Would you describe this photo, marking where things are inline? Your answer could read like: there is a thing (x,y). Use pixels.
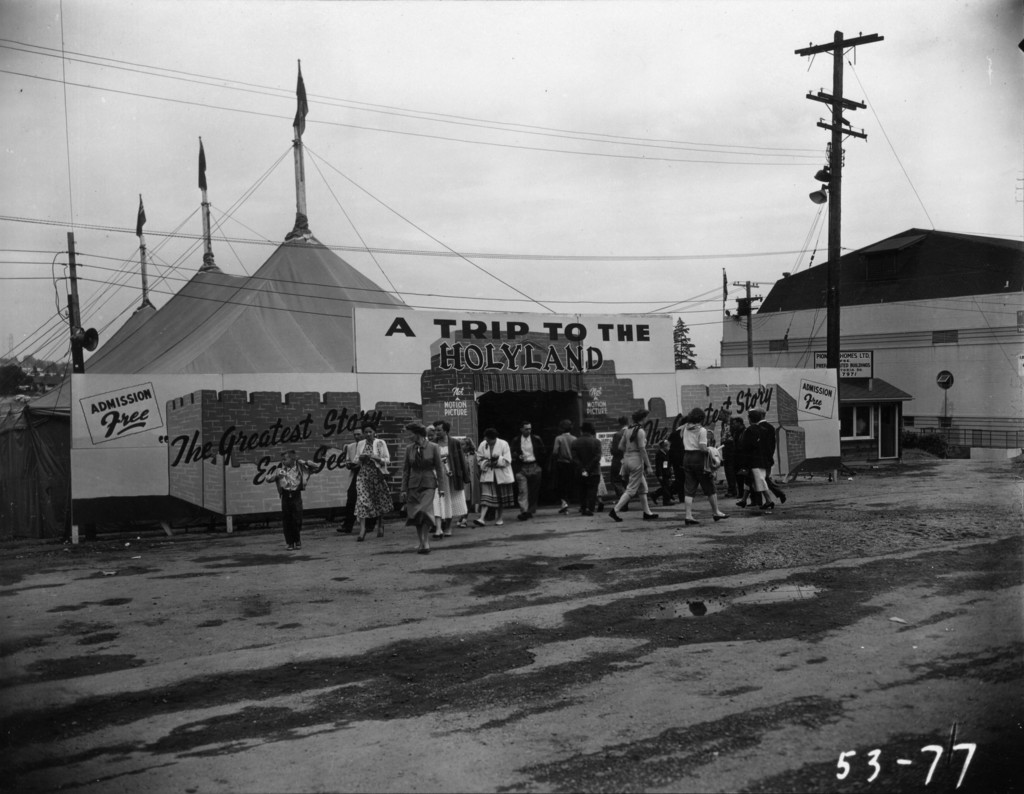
In this image we can see the people (589,455) standing. And we can see the tents (143,257), electric poles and cables (348,180). We can see the boards (503,350) with some text (556,345) on it. At the top (525,187) we can see the sky (759,272).
